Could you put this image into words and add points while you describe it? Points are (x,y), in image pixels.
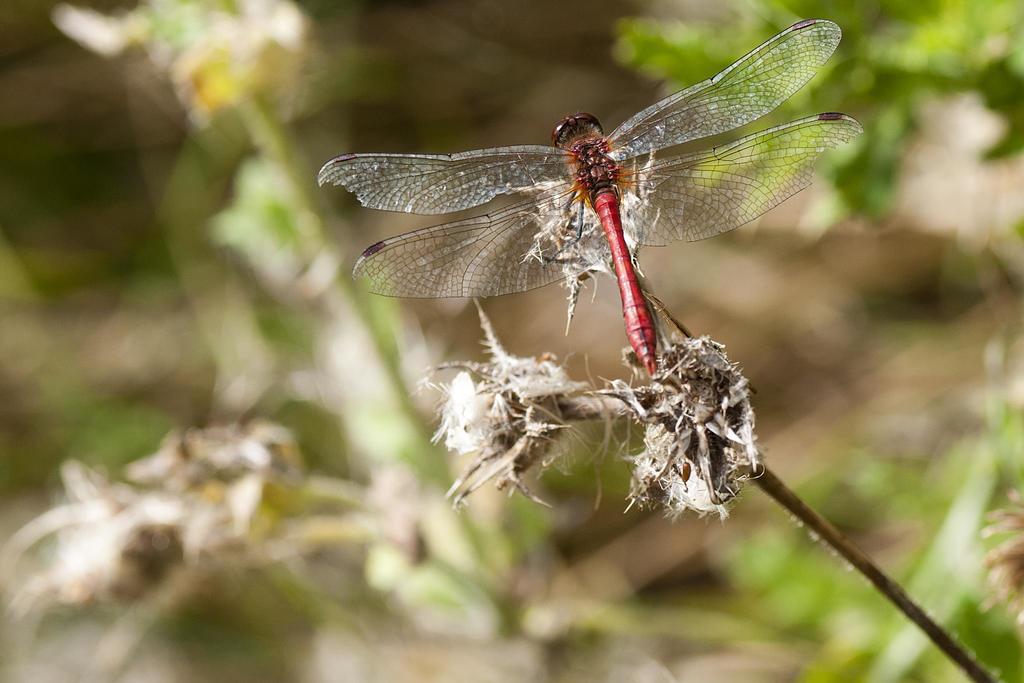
In this image there is an insect (500,259) on the flower (662,469). The background (924,20) is blurred.
